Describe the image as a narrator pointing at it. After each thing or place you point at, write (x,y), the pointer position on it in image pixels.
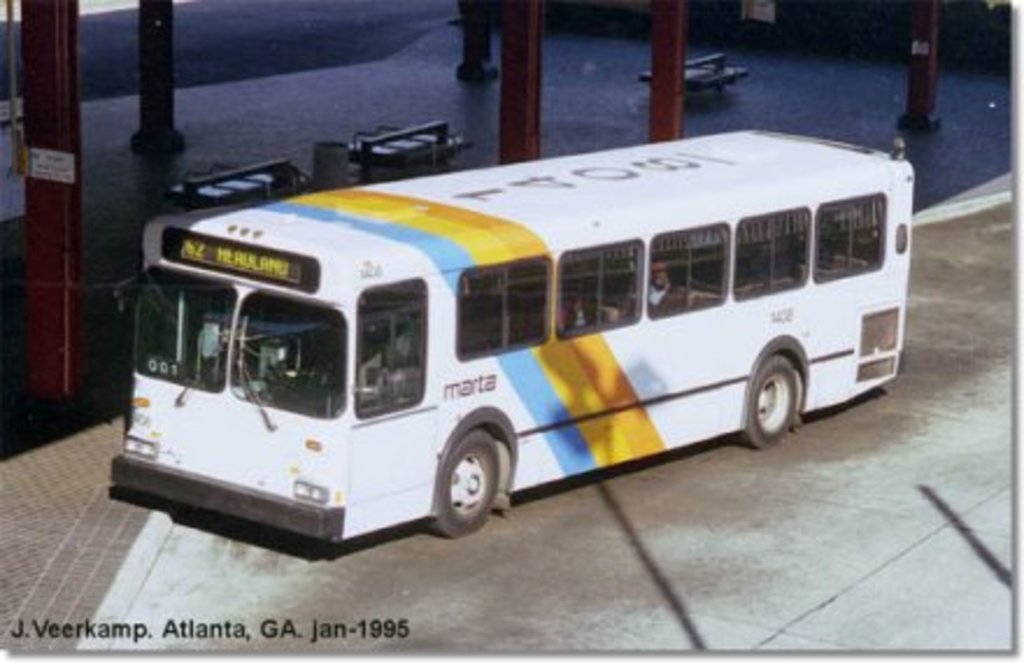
In this image I can see the ground (854,518), a bus (761,358) which is white, orange, yellow, blue and black in color on the ground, few red colored pillars (41,376) and few other objects (728,70).
